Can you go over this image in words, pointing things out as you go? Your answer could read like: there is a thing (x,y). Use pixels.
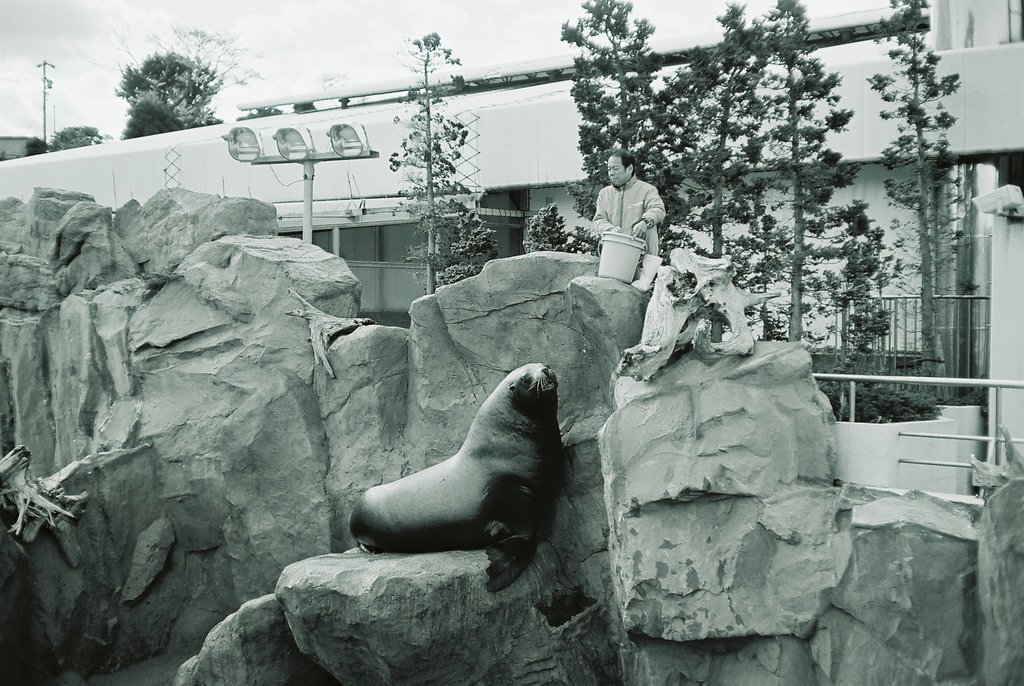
In this picture I can see a seal (496,466) on the rocks (332,411) and I can see a man (601,219) standing and holding a bucket (607,234) and I can see trees (714,175) and building (891,109) in the back (995,13) and I can see cloudy sky (315,59) and few lights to the pole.
